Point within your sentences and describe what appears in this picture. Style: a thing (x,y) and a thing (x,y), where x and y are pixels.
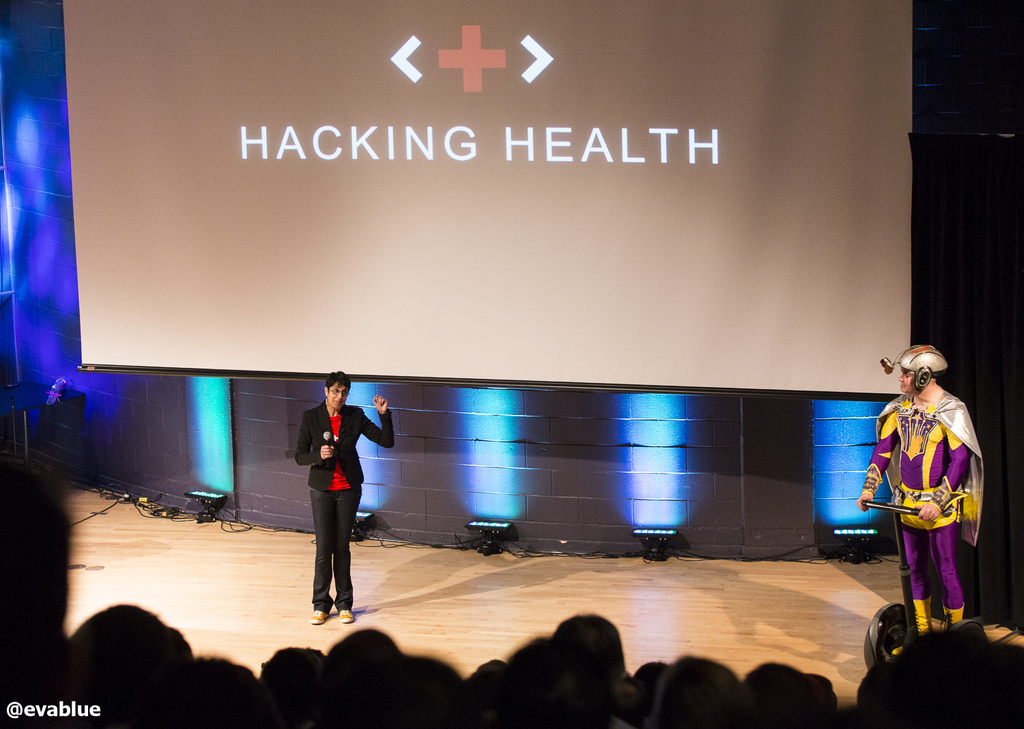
In this image I can see a person (345,455) standing wearing black blazer (353,441), red shirt (341,422) holding a microphone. Background (493,253) I can see a projector screen (457,277) and I can see few lights (656,492) in blue color.
